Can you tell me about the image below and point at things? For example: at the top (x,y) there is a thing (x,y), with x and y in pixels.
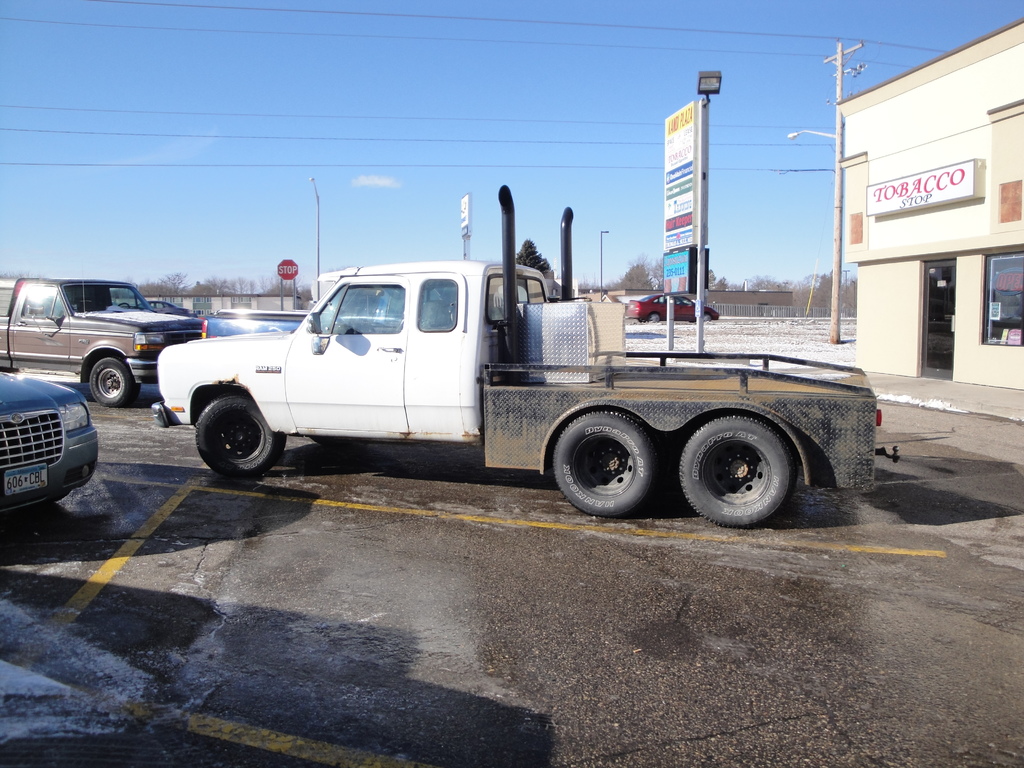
In front of the image there are vehicles (5,498) on the road (692,661). There are boards (886,200), lamp posts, electrical poles (838,130) with cables (645,45). In the background of the image (1018,174) there are buildings (891,256), trees (827,284). At the top of the image (405,51) there is sky (334,55).
